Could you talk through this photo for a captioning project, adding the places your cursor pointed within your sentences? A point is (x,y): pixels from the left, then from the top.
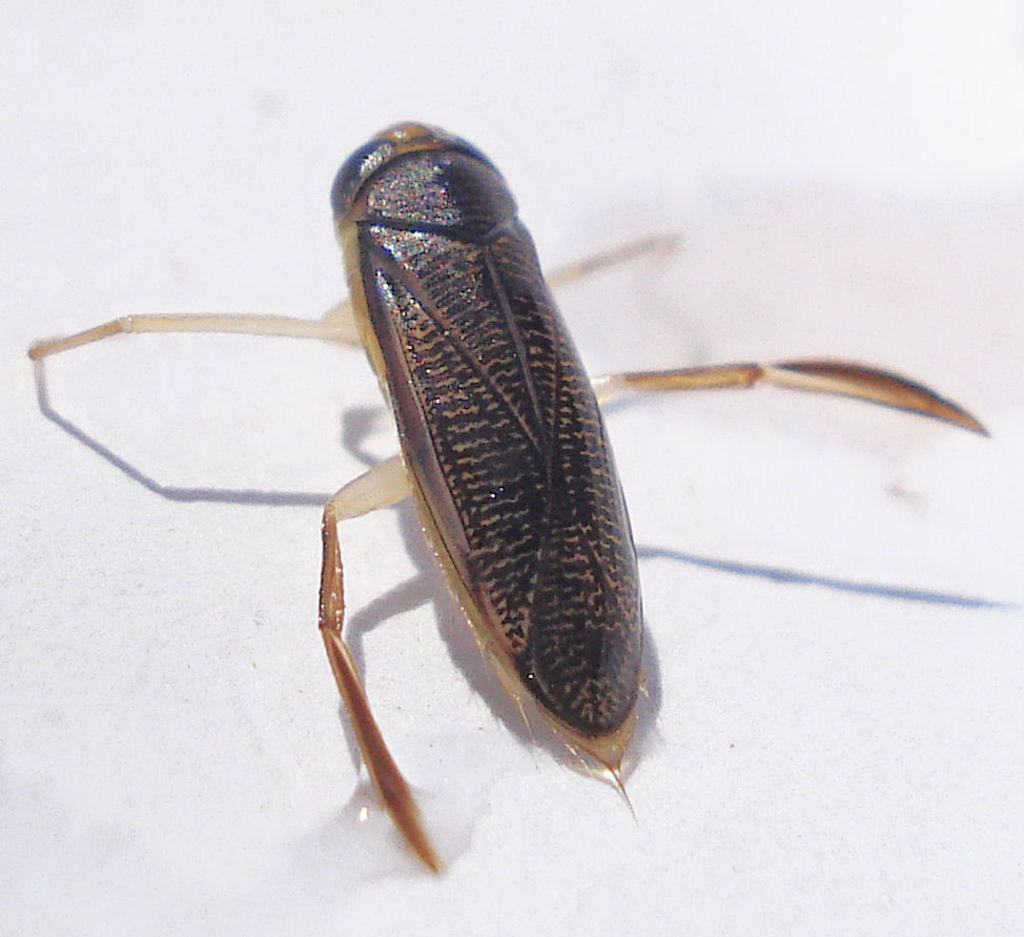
In this image, I can see an insect (485,415) with legs (348,503). The background (244,154) looks white in color.
